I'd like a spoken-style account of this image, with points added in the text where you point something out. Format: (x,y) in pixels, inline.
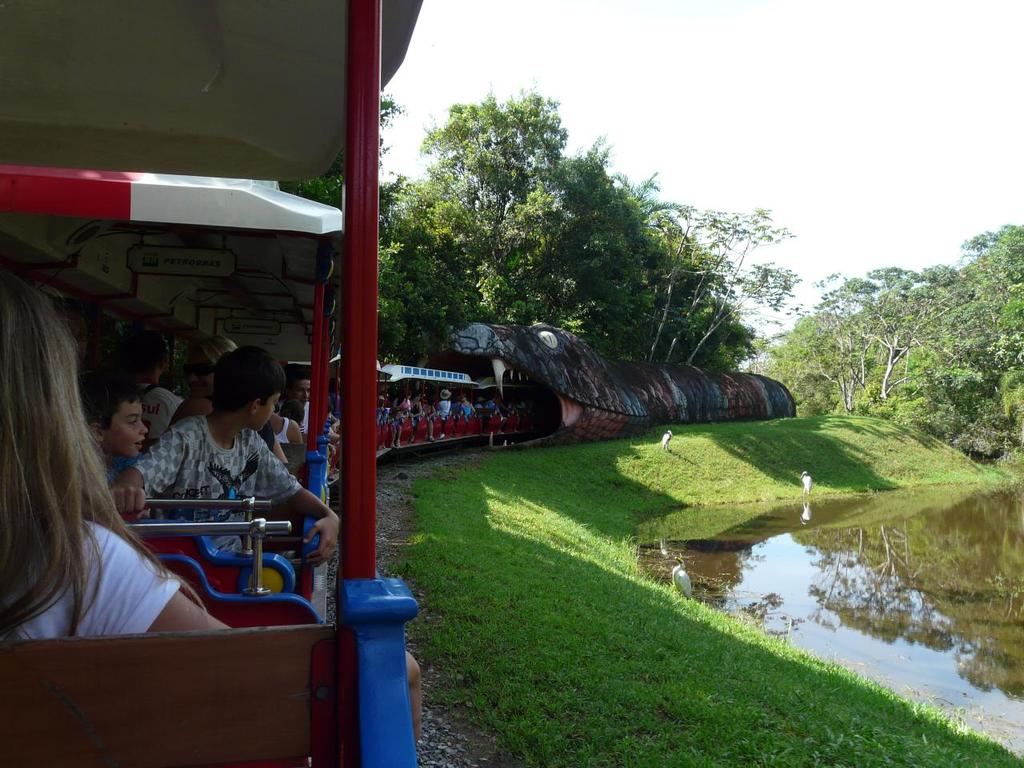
In this image I see a train (497,410) and I see number of people (236,421) in it and I see the green grass (541,519) over here and I see the tunnel (640,382) over here and I see the water (834,549), 3 white color birds (687,589) and in the background (940,170) I see the trees (670,223) and the clear sky (816,147).
